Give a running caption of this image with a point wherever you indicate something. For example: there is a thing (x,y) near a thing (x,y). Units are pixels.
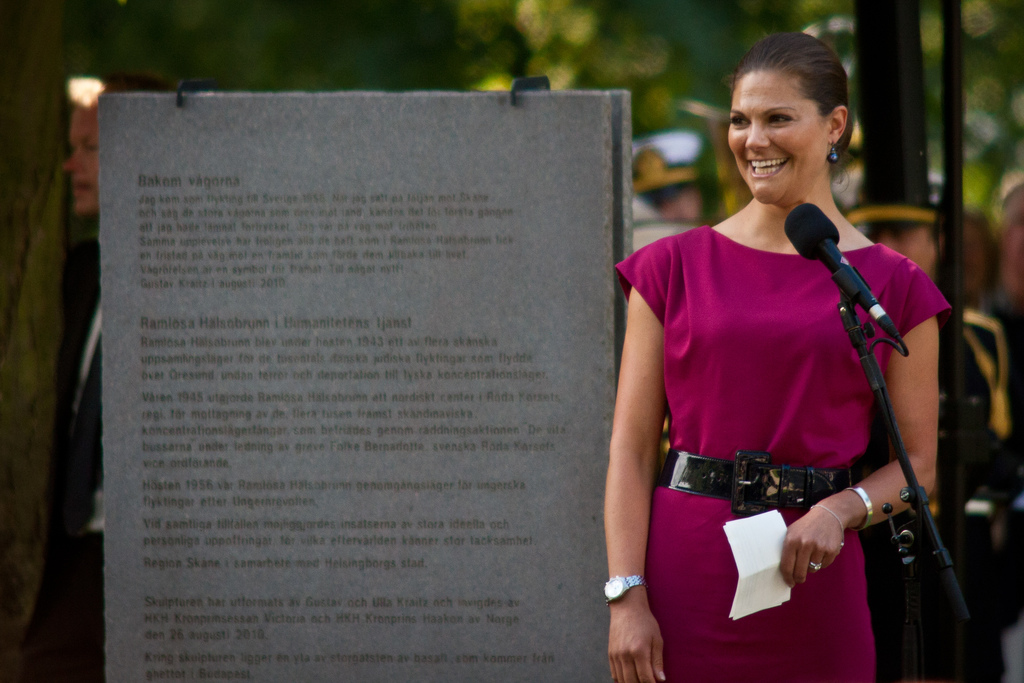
In this image, on the right side (706,474), we can see a woman (739,352) standing, she is smiling, we can see a microphone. On the left side (137,466), we can see a board (504,637) and some text (171,344) on the board (193,575). In the background (94,414), we can see some people (94,414) standing and we can see some trees (741,47).
